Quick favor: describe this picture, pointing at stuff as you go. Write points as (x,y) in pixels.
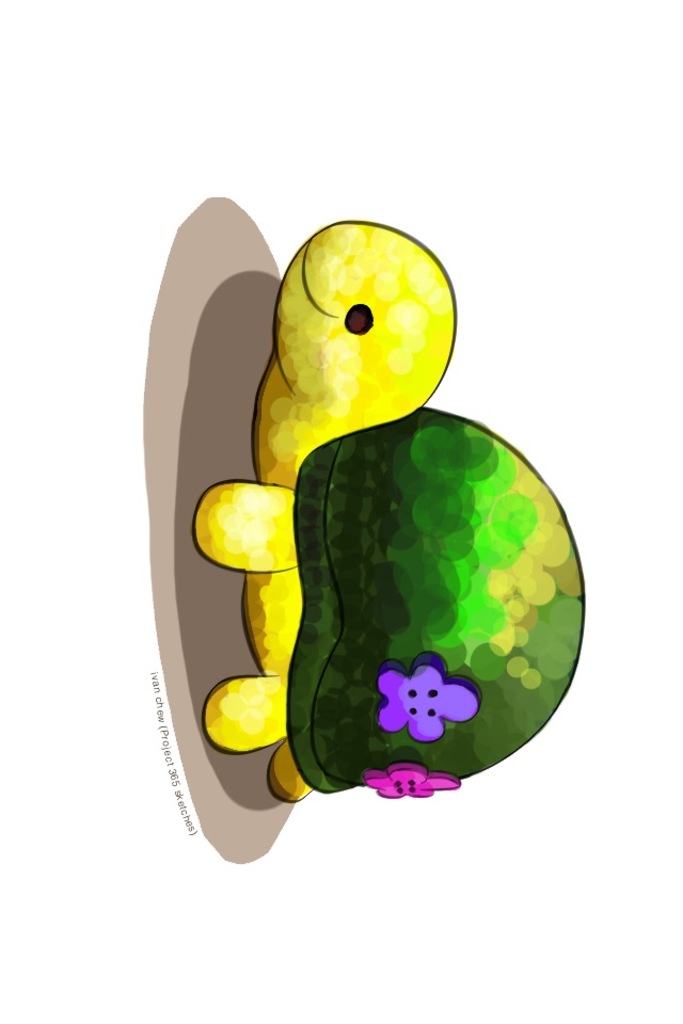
In the center of the picture (240,500) there is a tortoise (364,760). The picture is an animated image. On the tortoise (353,754) there are some objects (367,783).
